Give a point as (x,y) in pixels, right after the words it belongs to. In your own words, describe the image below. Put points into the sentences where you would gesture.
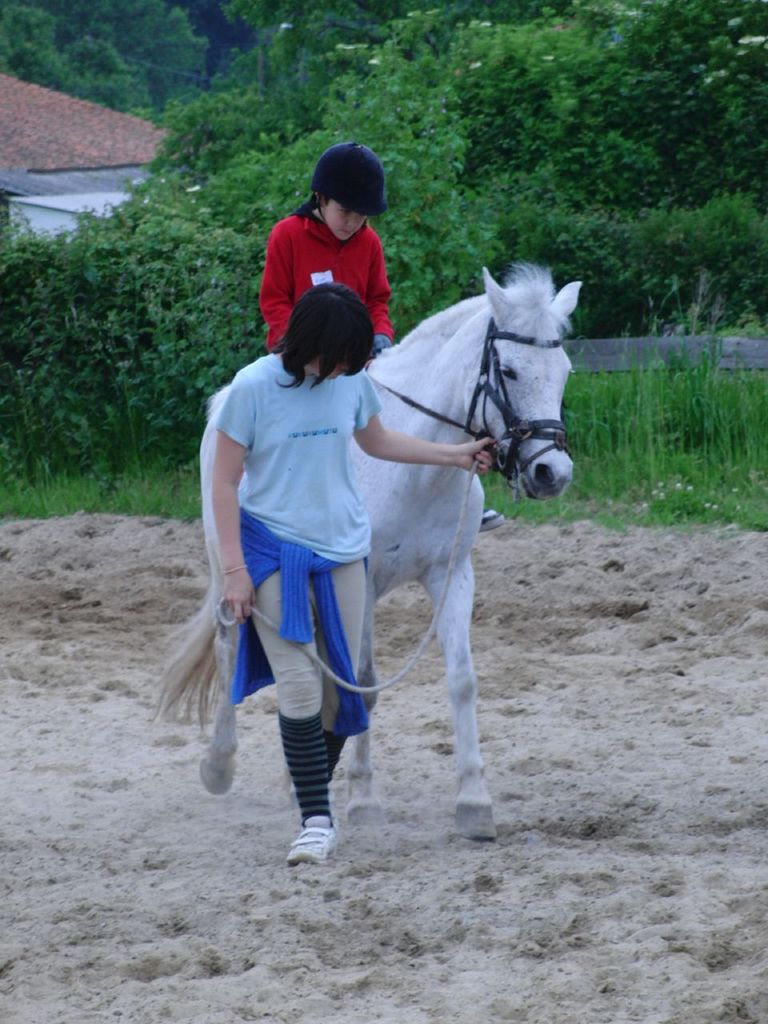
There is a white horse (456,352) and a kid (357,253) is sitting on the horse (467,357) and a woman (326,482) is carrying the horse (359,453) forward by holding chain (504,451) around its mouth (521,453) and in the background (618,417) there are a lot of trees (765,305) and grass (704,406).
